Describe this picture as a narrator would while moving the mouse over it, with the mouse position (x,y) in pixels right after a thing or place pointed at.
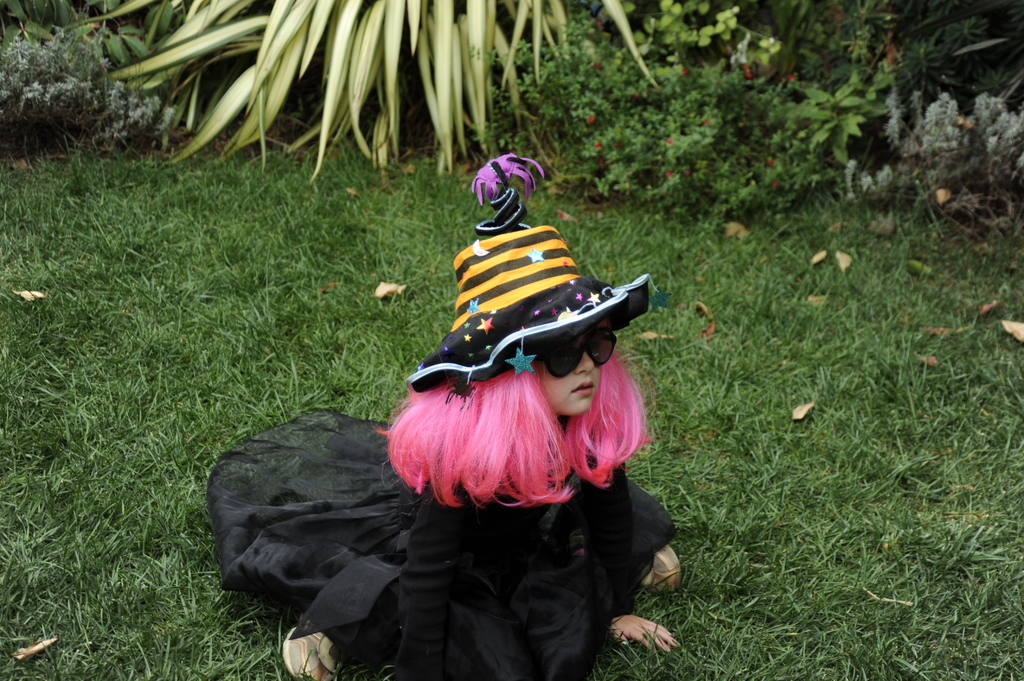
In this image we can see a girl (560,514) on the grass field (68,490) wearing a costume (514,577). In the background (960,106), we can see some plants (397,23).
